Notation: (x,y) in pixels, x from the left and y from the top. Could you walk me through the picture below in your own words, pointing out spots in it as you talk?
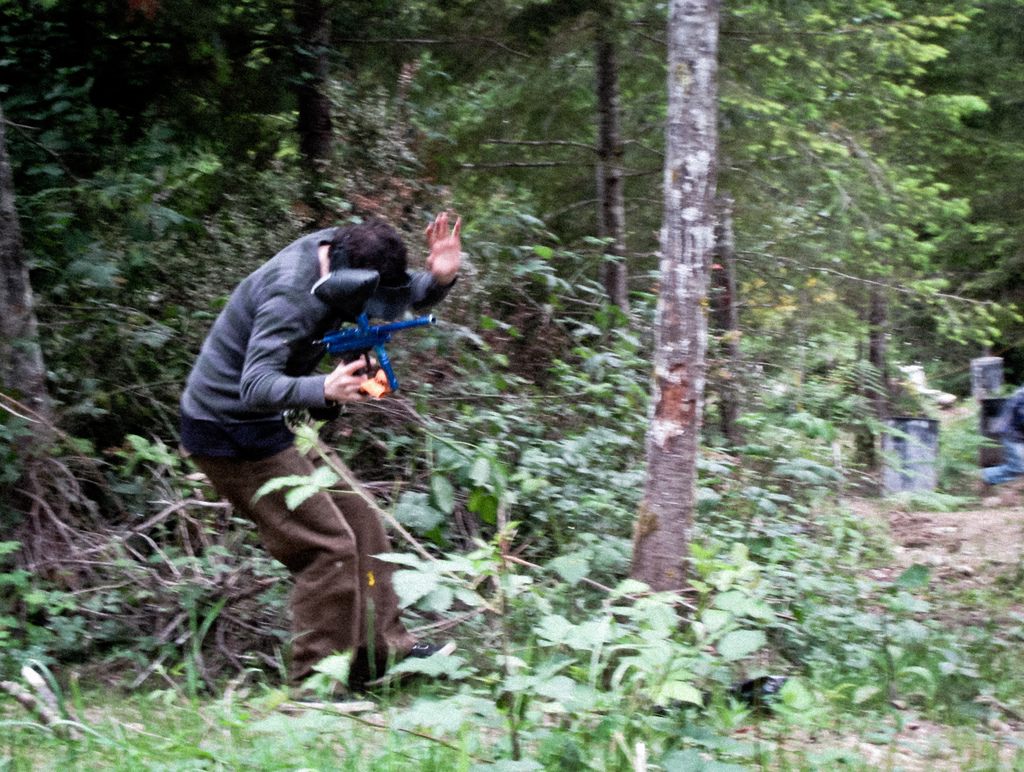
In this image on the left side (299,542) there is one person (299,542) who is holding something, and there are some trees (880,305), plants (425,639) and grass (1000,629). And on the right side (990,428) there is another person (1023,407), and some objects (993,415).
